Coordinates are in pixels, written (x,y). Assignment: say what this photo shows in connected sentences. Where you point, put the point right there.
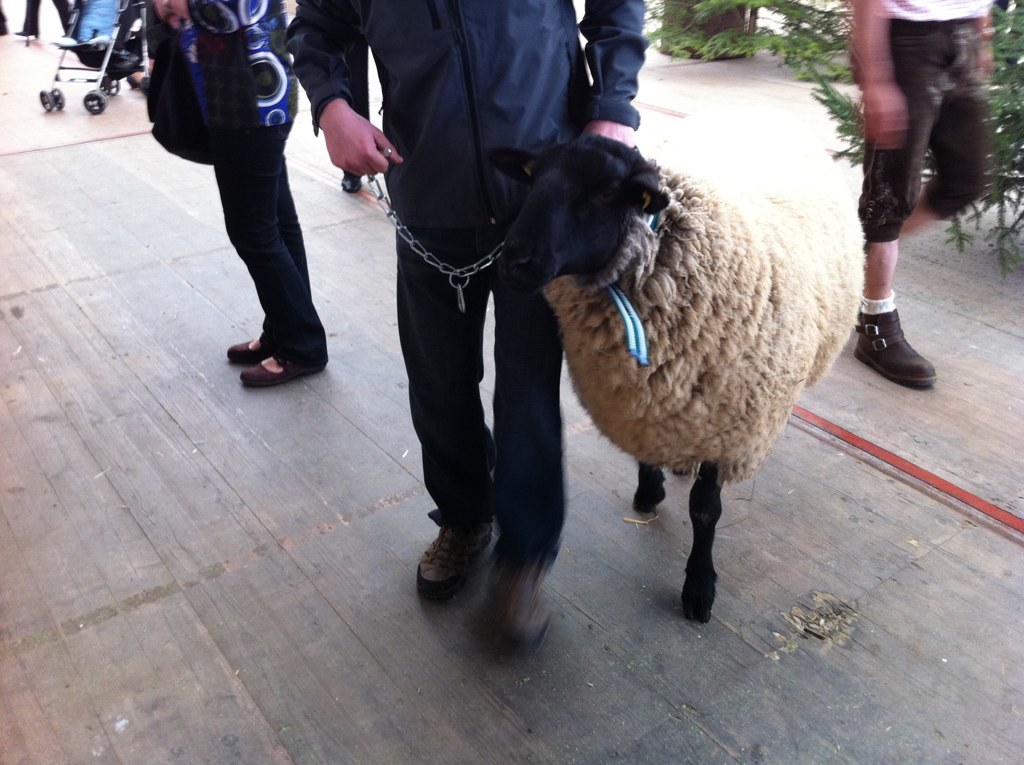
In the center of the image (547,290) a man (547,145) is holding a sheep (595,261). In the background of the image (875,174) we can see some persons (247,135), plant (689,56) are there. At the top left corner (67,50) trolley (106,47) is there. At the bottom of the image (290,669) ground (179,574) is there.
